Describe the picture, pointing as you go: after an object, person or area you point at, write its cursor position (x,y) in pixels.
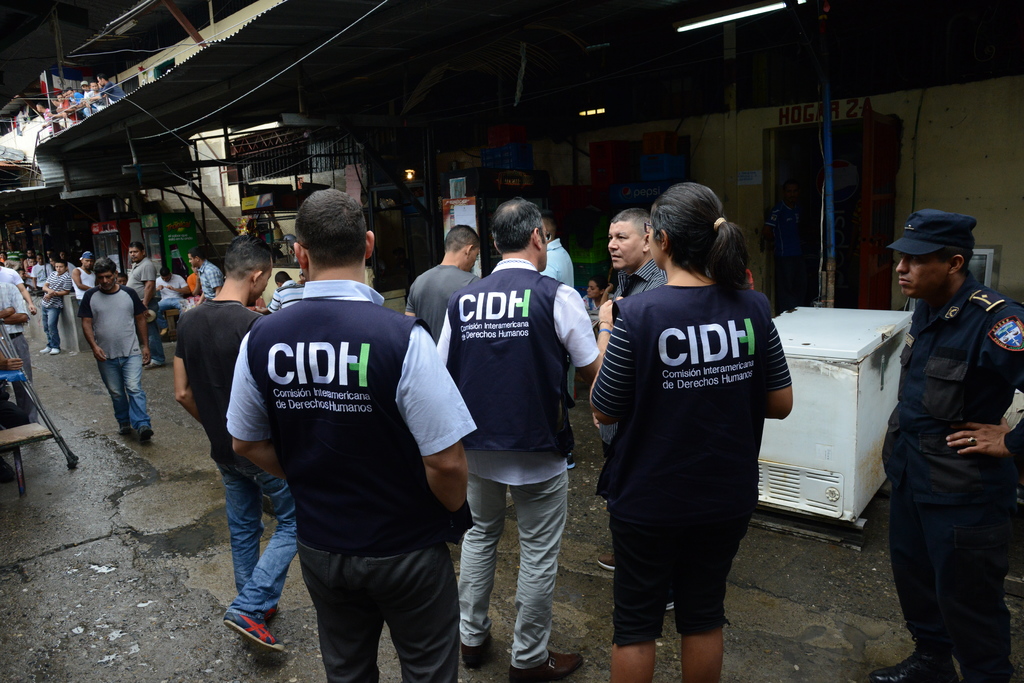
In this image, we can see many people (331,377) and some (371,349) are wearing coats (664,464). On the right (928,437), we can see a person (945,405) wearing uniform (940,317) and a cap (905,231). In the background (242,101), there are sheds (141,90) and we can see flags (46,92), poles (204,164), lights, refrigerators (167,220) and we can see a container (853,321) and a tv (989,248) and some other objects (652,160) and stairs (228,212) and a wall (697,141). At the bottom (92,570), there is a floor (164,591).
